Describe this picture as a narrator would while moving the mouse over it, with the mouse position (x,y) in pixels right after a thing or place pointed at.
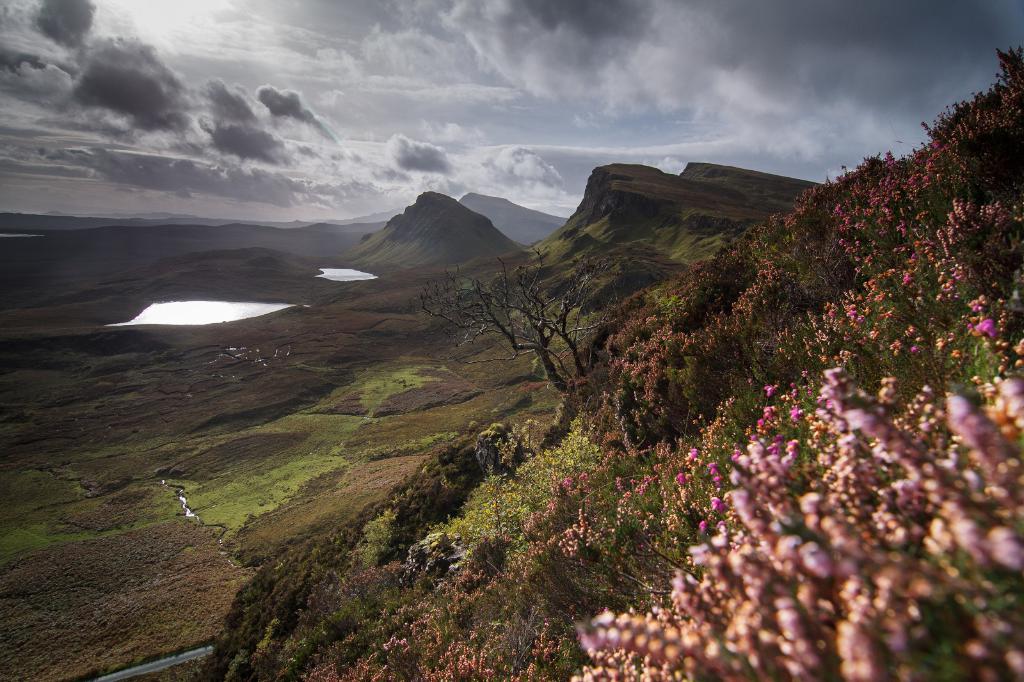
In this image we can see ground (135,569), water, mountains (694,254), trees (566,339), and flowers (959,523). In the background (842,149) there is sky (281,188) with clouds (714,143).
